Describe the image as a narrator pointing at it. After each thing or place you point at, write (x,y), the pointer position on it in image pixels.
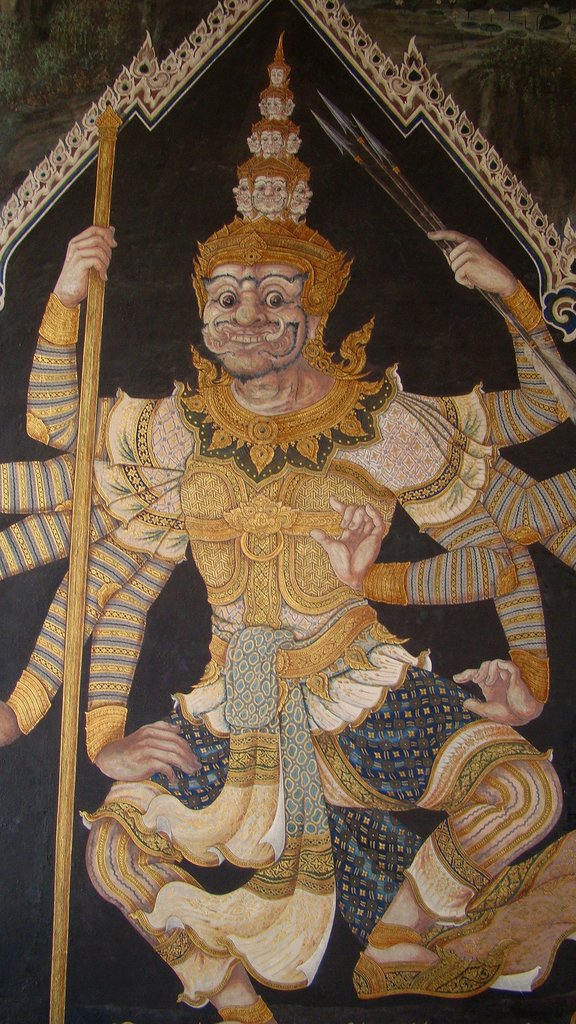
Here I can see a depiction (263,852) of a person (273,574) who is having many hands (106,632) and wearing jewelry (226,441). It is looking like a sheet (154,463). In the background (185,52) there is a wall (484,62).
